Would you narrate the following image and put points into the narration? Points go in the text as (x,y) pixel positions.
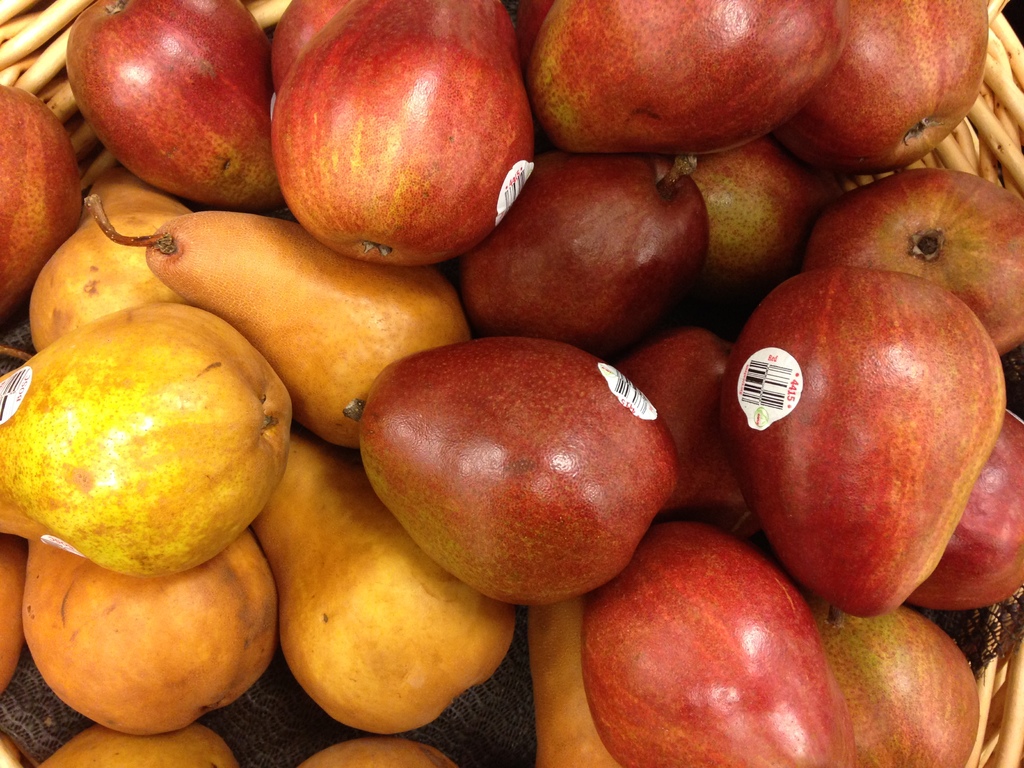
In this picture we can see fruits (94,262) such as pears (833,470) with stickers (523,171) to it and these fruits (549,340) are placed in a basket (984,135).
